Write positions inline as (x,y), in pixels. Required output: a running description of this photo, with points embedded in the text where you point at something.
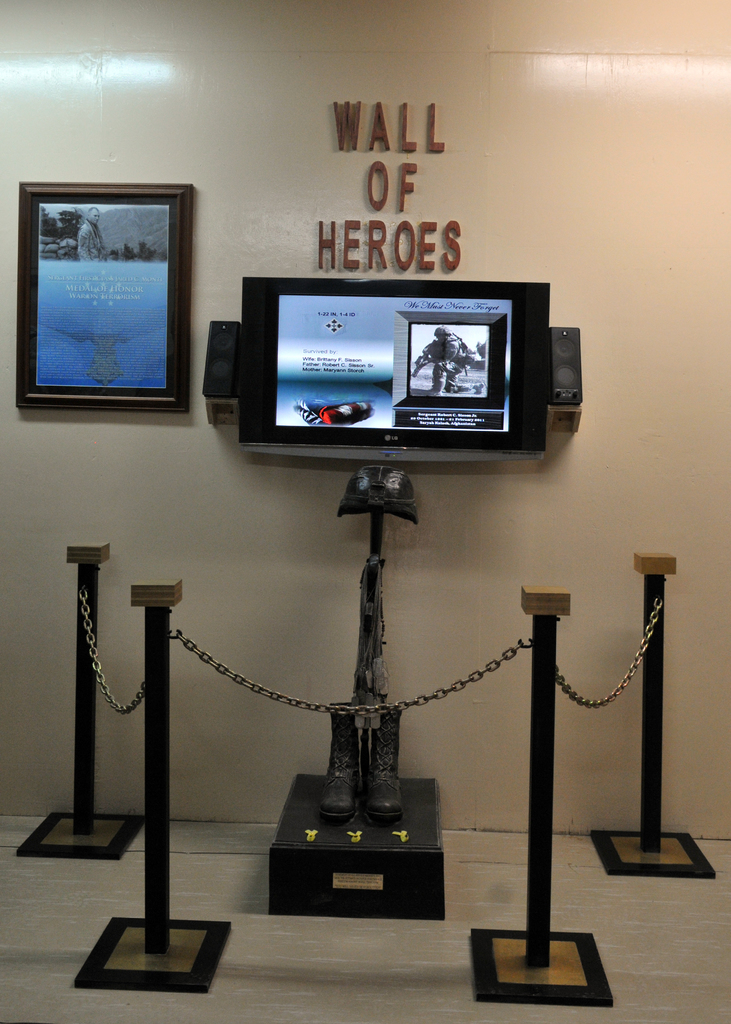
In this image I can see a fence (672,869), poles (540,995), shoes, TV (474,419), speakers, photo frame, text (401,186) and wall (97,65). This image is taken may be in a hall (193,488).
